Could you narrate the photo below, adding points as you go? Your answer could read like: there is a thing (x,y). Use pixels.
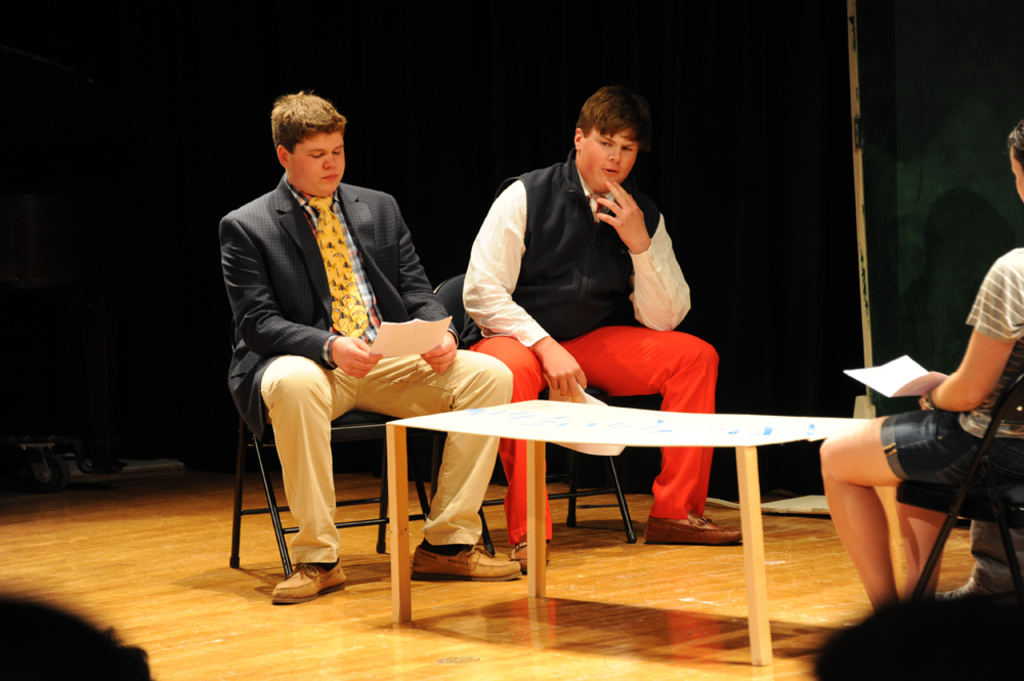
In this picture we can see people (676,338) sitting on chairs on the stage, they are holding papers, here we can see a table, pole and some objects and in the background (752,291) we can see it is dark.
